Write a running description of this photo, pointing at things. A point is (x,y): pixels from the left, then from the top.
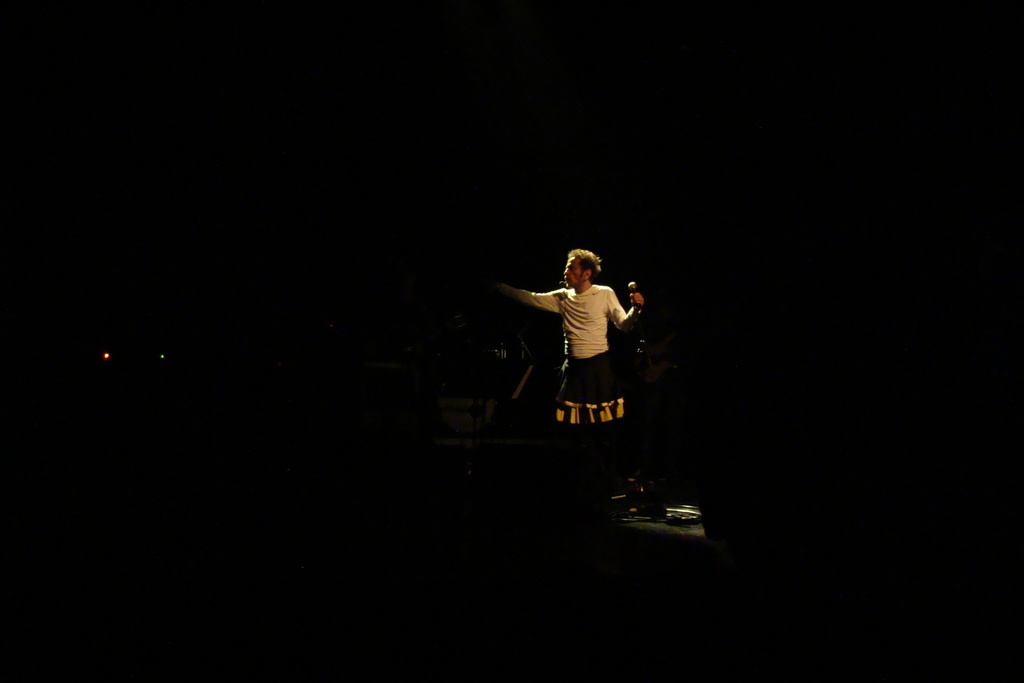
In this image we can see a man (608,385) standing and holding the mike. We can also see the lights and the background of the image (172,364) is in black color.
